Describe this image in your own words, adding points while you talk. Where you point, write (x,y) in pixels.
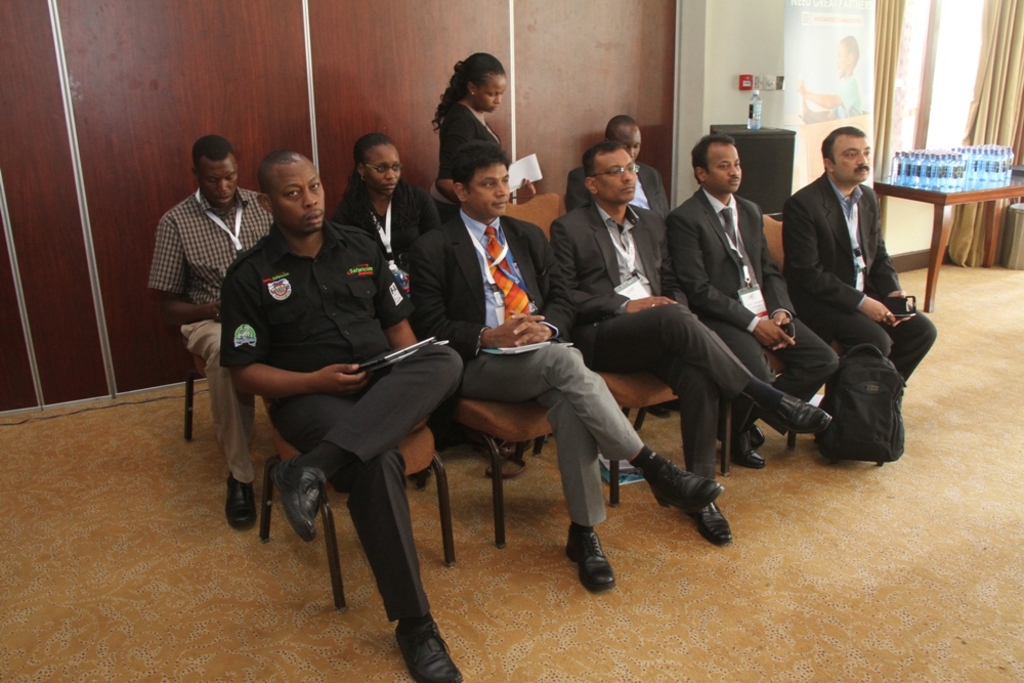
In this picture I can see there are few people (472,312) sitting on the chairs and they are holding books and in the backdrop (472,117) there is a woman (497,72) standing. There is a wall (671,46) and there is a table (961,202) on right side (929,168) with some water bottles (948,161).
